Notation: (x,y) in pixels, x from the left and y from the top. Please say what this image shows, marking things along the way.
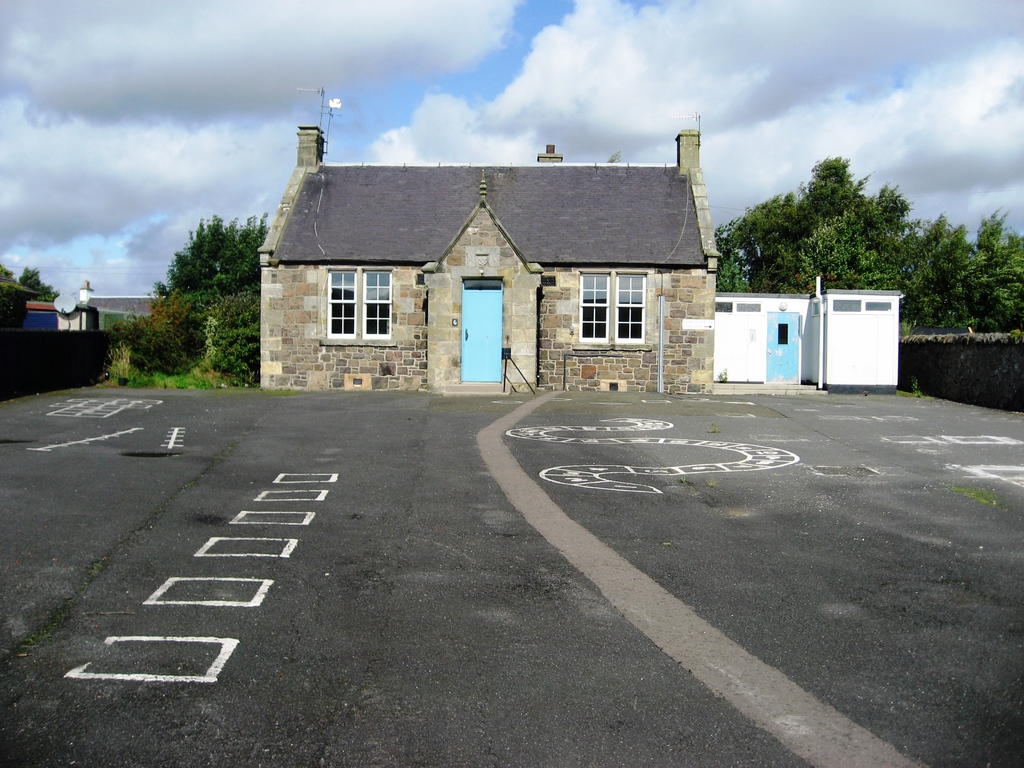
In this image, we can see a few houses (363,334). We can see the ground (259,500). There are a few trees (203,355), plants (132,373) and grass (148,375). We can see a light pole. We can see the wall (83,357). We can also see the sky (161,131) with clouds (227,164).
